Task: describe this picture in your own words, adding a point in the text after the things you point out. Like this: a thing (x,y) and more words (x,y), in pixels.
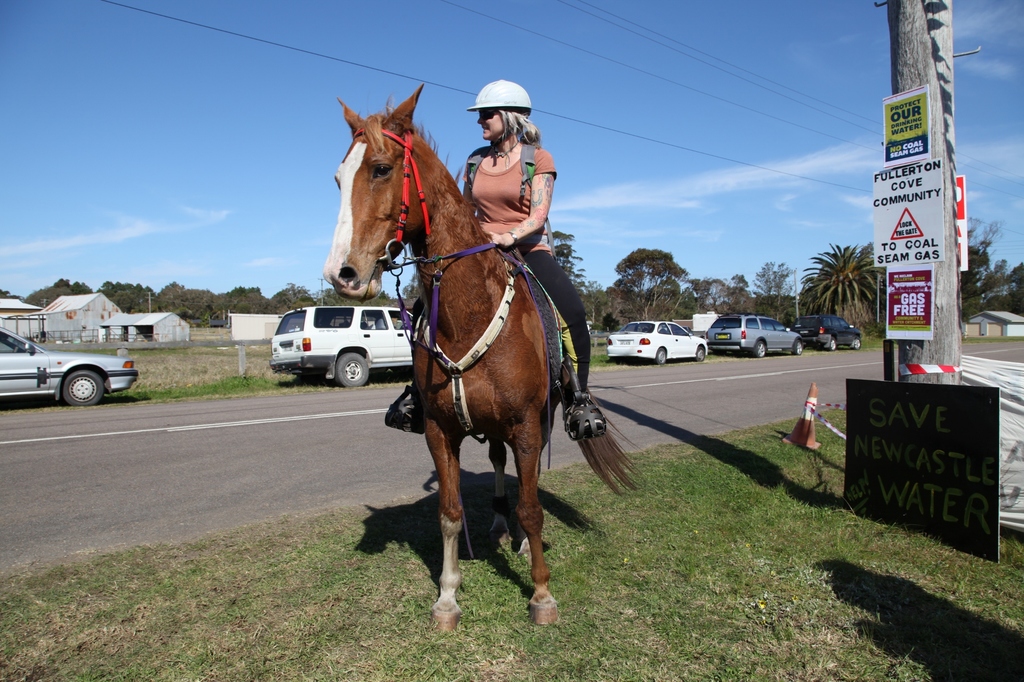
In the image we can see there is a woman (528,219) who is sitting on horse (470,331) and the horse (454,551) is standing on the grass (329,527) and cars (292,362) are parked on the road (299,460).
